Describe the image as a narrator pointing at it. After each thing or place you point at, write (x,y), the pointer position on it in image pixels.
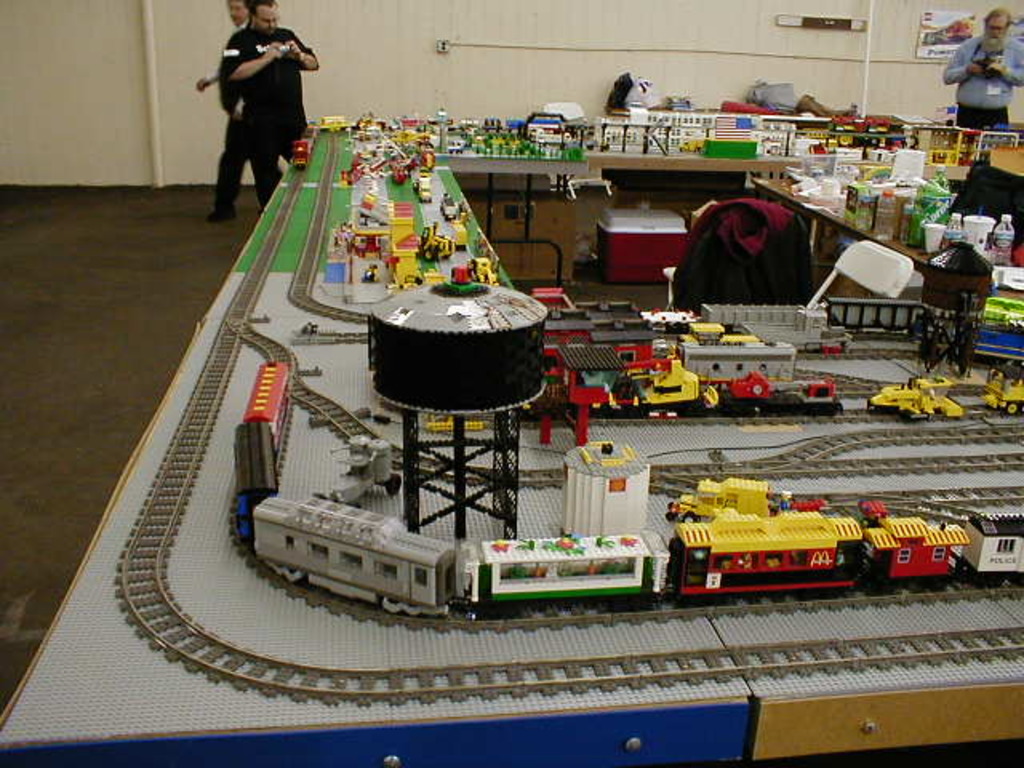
In the center of the image (637,468) we can see many toy trains (273,391), blocks (544,360), bottles (908,219), chair (863,274), bag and container (604,263). In the background (1003,104) there are persons (1000,116) and wall (383,72).
